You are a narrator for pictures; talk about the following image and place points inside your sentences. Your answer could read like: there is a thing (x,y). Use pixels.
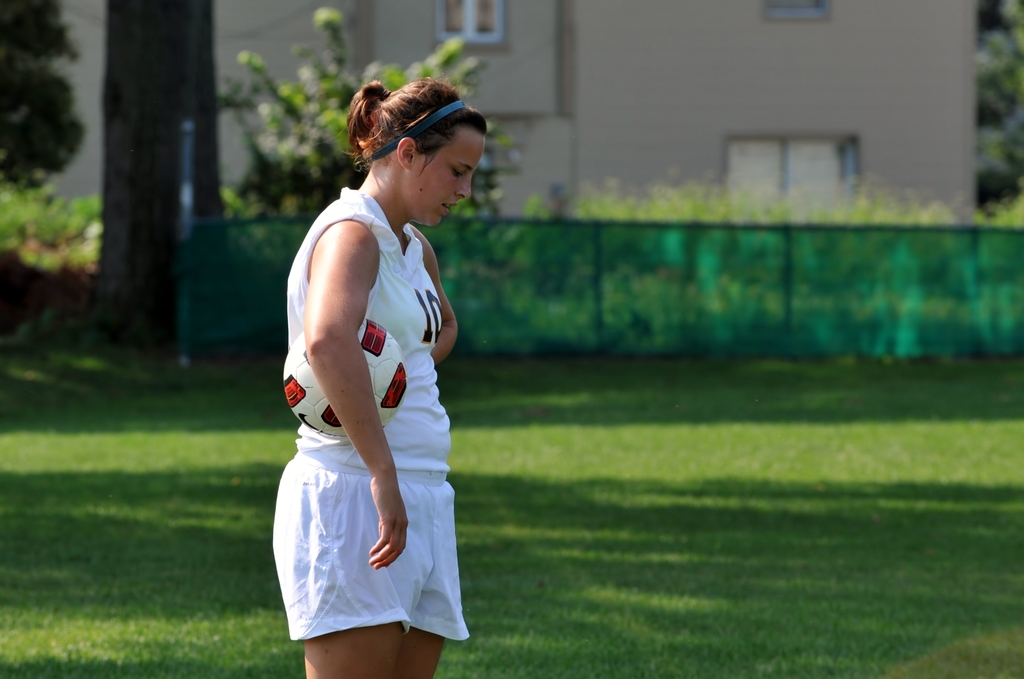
In this image I can see the person (357,455) standing on the ground (207,452). The person (327,382) is wearing the white color dress (351,473) and holding the ball (327,413). In the background (524,292) I can see the railing (535,289) and many trees (27,120). I can also see the building (682,52) with windows (817,144).
